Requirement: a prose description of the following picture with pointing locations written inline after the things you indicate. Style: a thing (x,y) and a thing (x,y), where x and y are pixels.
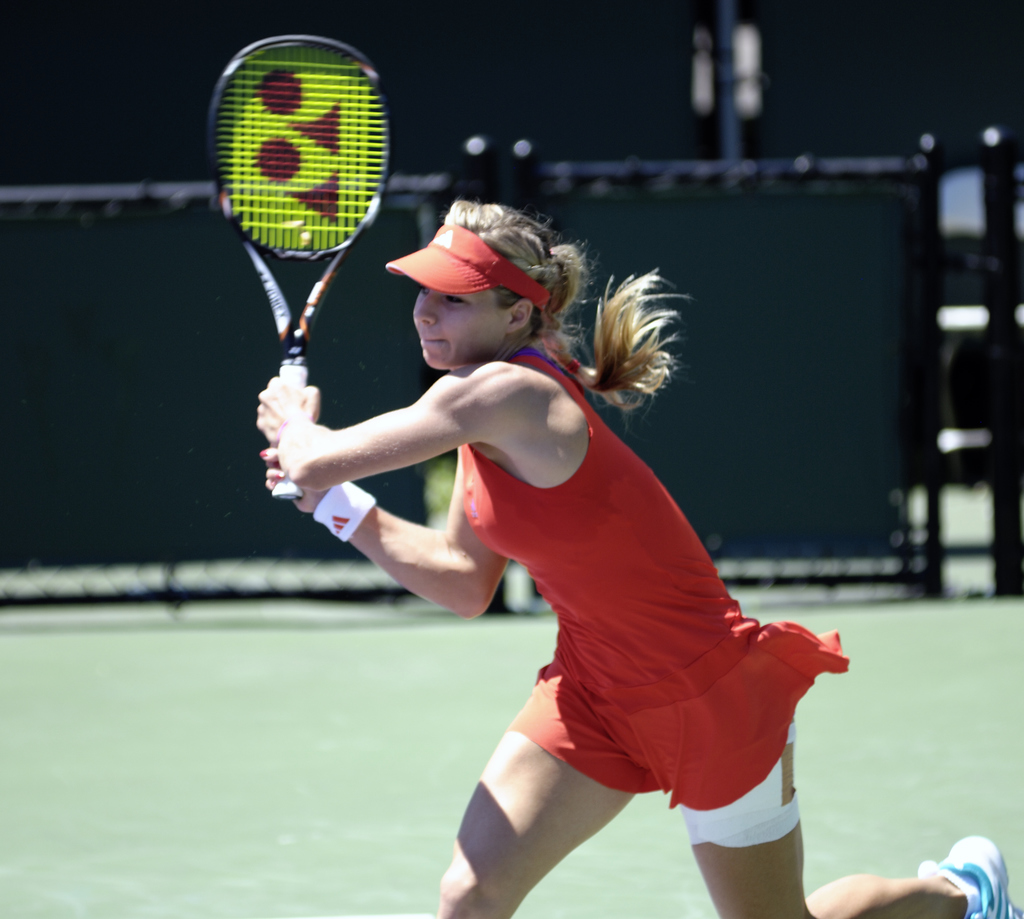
In this picture we can see a woman (467,397) who is holding a racket (308,219) with her hands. And this is ground (160,780).
